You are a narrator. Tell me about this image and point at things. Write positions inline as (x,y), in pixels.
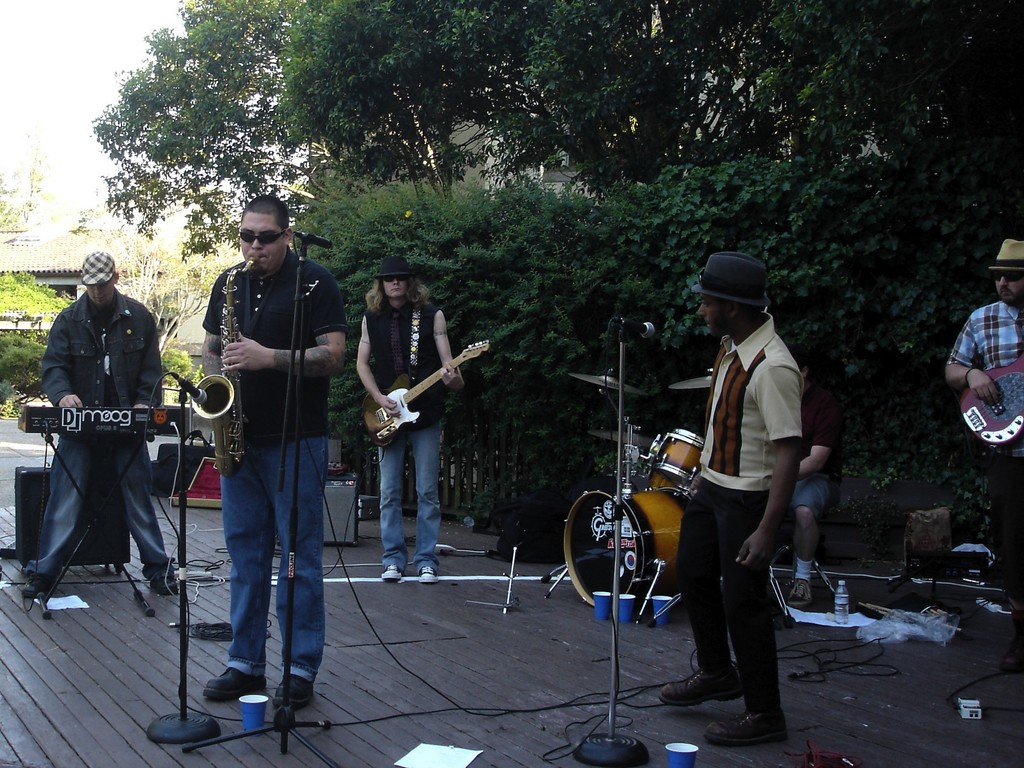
In this image I can see few people (443,370) and these people (731,396) are playing the musical instruments (581,573). At the back (389,98) there are some trees (221,91) and the sky (3,100).
